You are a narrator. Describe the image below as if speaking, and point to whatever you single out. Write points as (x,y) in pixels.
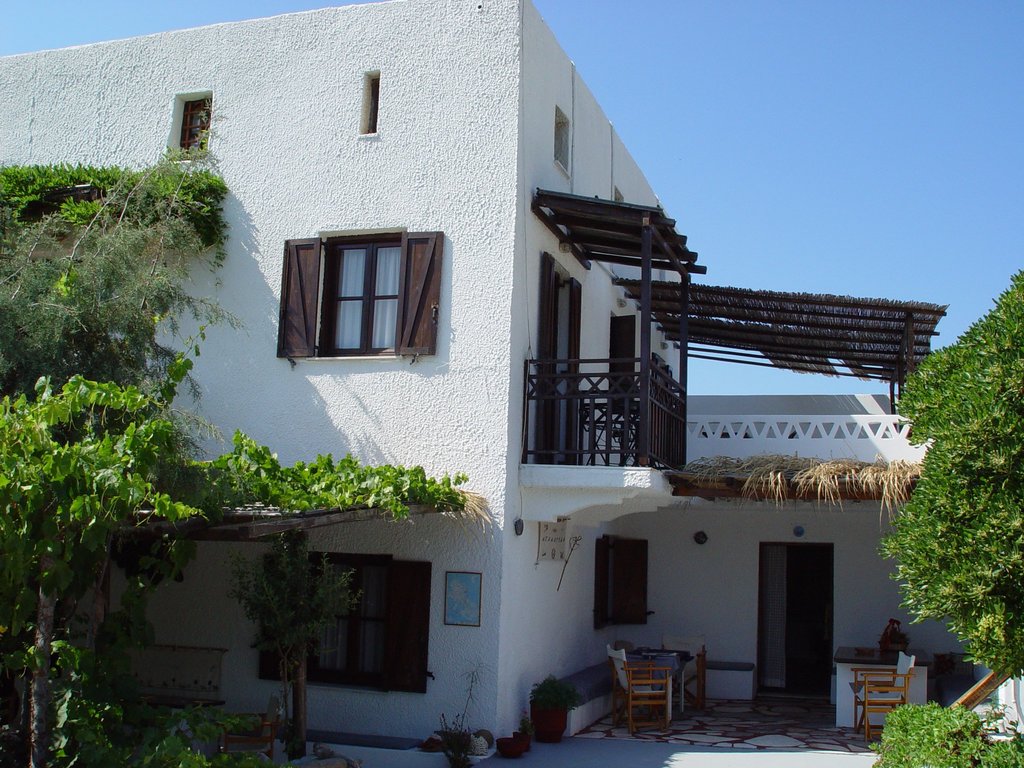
In this image I can see a building (561,672), in front of the building (518,547) I can see table (868,660) and chairs (635,682) and flower pots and plants (409,493) and trees (1009,489) and on the building (235,352) I can see the window (402,300) and at the top (718,50) I can see the sky (698,125).
